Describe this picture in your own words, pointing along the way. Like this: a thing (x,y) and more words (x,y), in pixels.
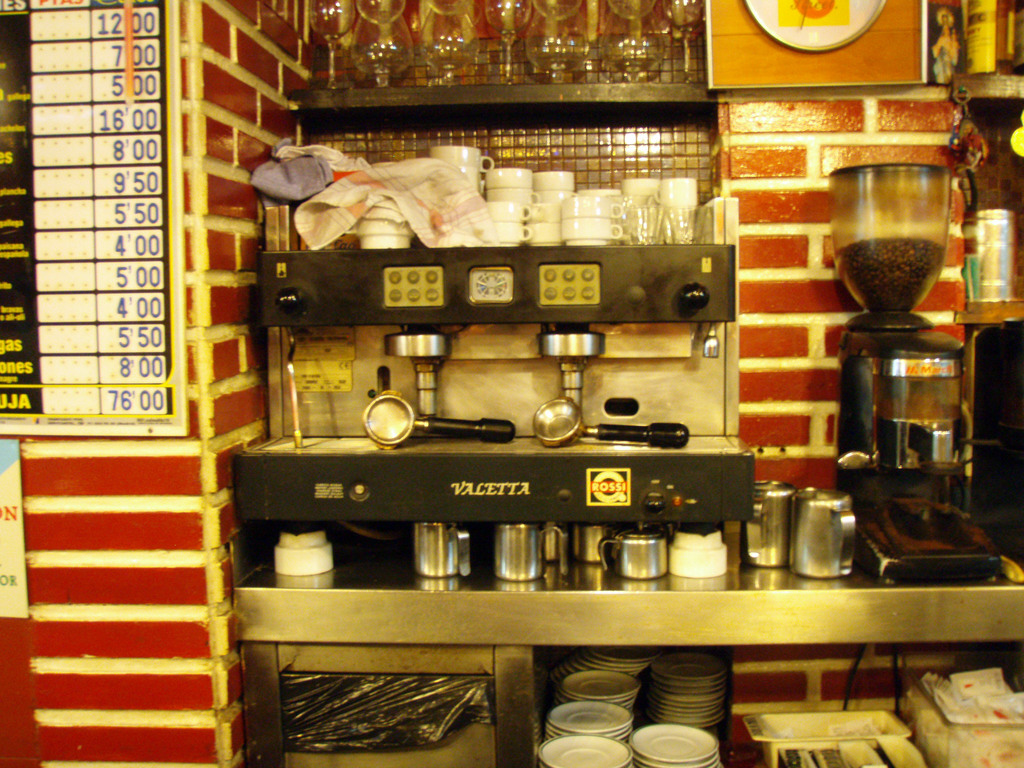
In this image in the center (482,336) there are some plates (654,730), saucers (565,711), spoons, jars (853,535), coffee machine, cups (577,227), clothes (432,186) and some utensils (635,212). And on the left side (79,186) there is a board (67,149), on the board (67,149) there is text (122,285) and wall (220,471). And at the top of the image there is one clock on the wall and there are some other objects (1000,255).
